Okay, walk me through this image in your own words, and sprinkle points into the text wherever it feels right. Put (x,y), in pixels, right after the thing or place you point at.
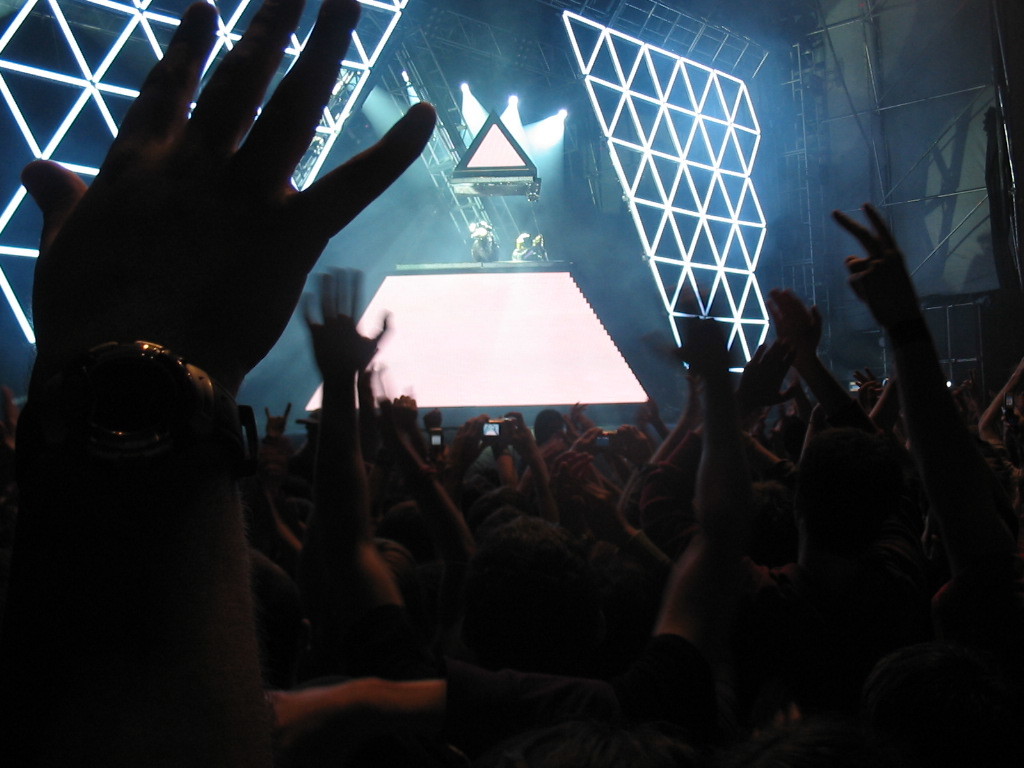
This image consists of so many persons (534,587) in the middle (473,453). Some are clicking the pictures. There are lights (664,107) at the top (659,180).
